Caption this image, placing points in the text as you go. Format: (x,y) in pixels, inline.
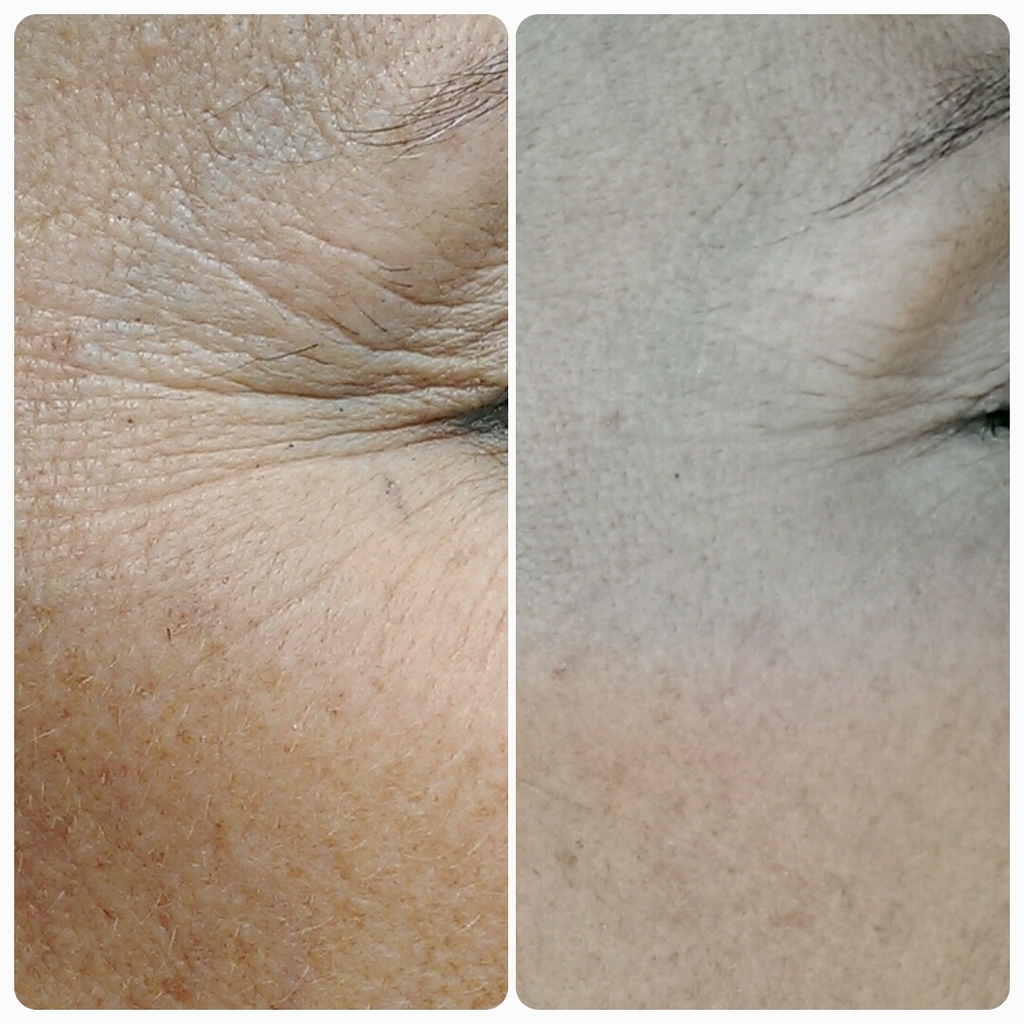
In this image there is a collage, we can see the skin (402,365) of a person (395,465).
